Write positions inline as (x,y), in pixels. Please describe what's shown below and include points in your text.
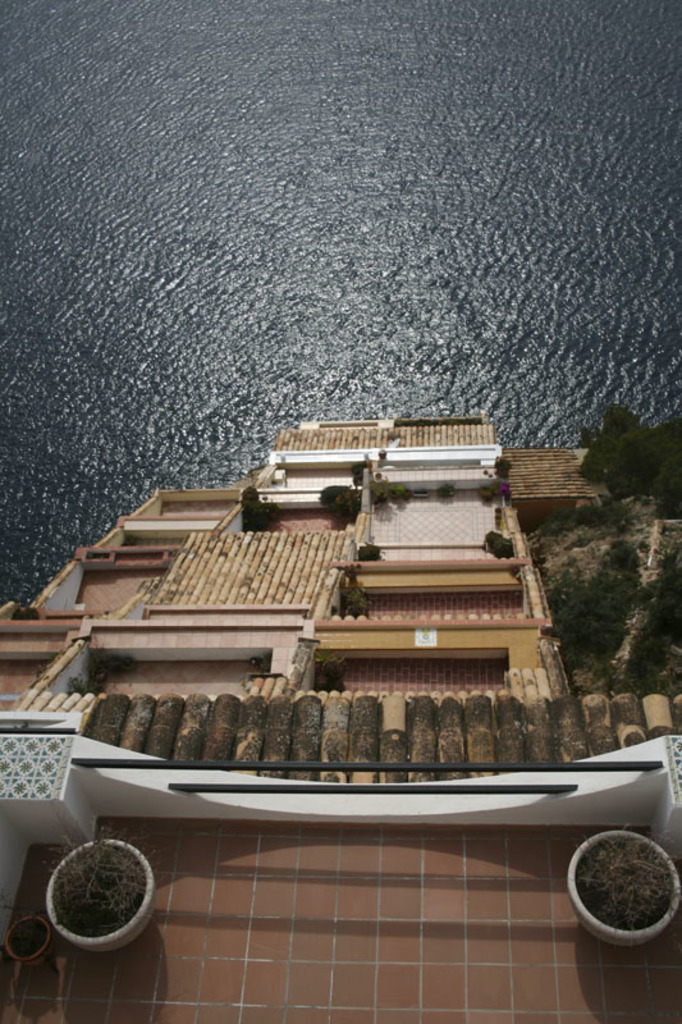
In this picture we can see a house (422,916) in the front (497,925), there are two plants (623,916) here, on the right side (610,462) there are some trees (635,466), in the background (474,224) there is water (387,211).
